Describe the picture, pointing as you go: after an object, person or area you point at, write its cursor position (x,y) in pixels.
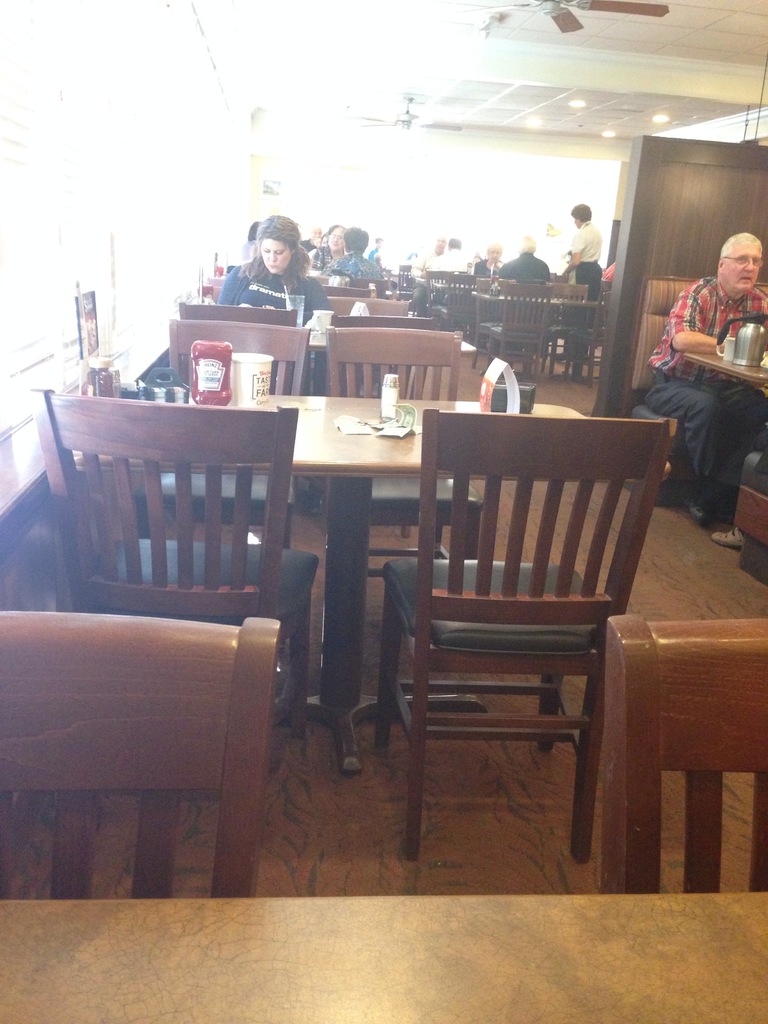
In the image we can see there are people (336,267) who are sitting on chair (477,279) and on table (330,401) there is ketchup (225,381) and a glass (258,379).
